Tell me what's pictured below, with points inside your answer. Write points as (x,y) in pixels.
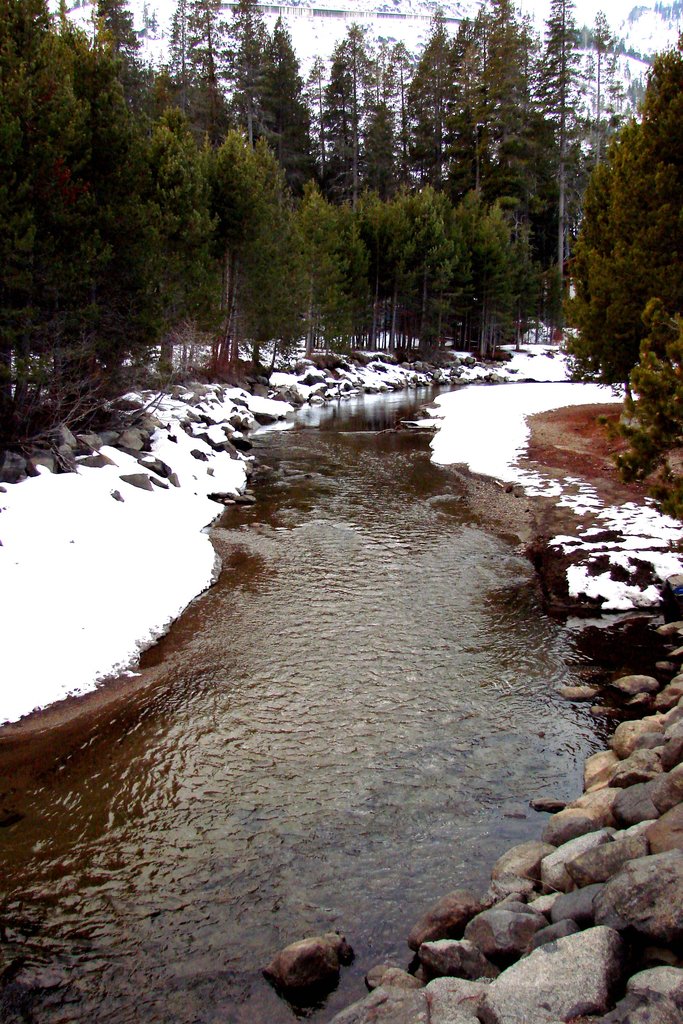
In the picture we can see a stream (357,903) and on both the sides we can see a surface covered with snow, rocks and trees (186,169) and in the background (586,84), we can see a hill (638,49) covered with snow (652,28) and on the top of it we can see a part of the sky (521,24).
